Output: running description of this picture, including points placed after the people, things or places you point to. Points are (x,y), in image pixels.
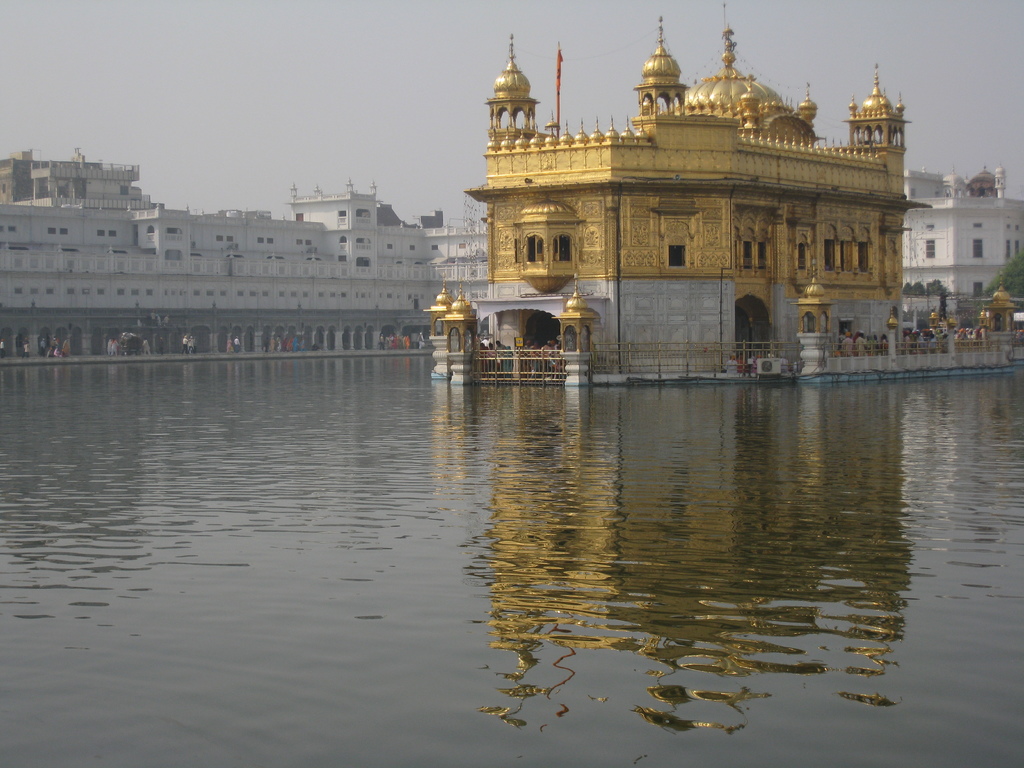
In this image there is the water (476,511). In the center of the water (511,408) there is a building (657,281). It is a golden temple (675,254). There are people (540,347) near the temple (575,353). There is a railing (702,359) around the temple (775,336). In the background (255,248) there are buildings (976,270) and trees (1018,271). At the top (366,44) there is the sky (356,28).
